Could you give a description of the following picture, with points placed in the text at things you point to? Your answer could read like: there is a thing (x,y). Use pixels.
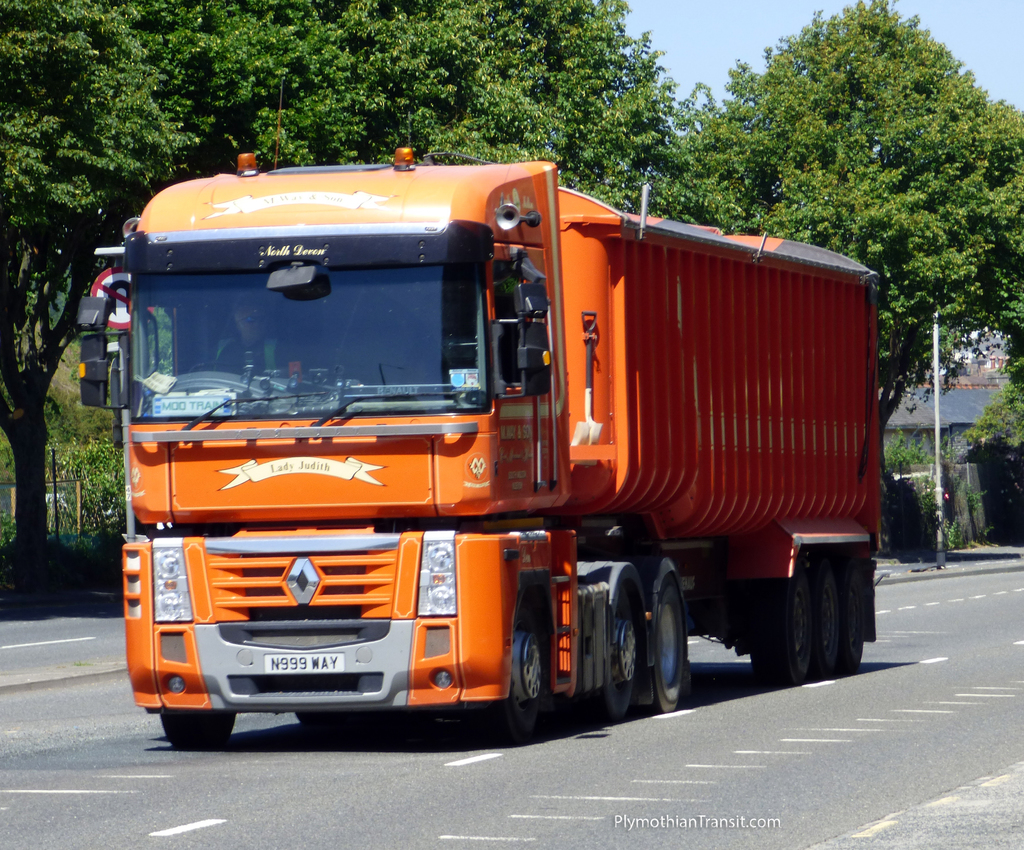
In this image I can see the vehicle (588,620) on the road (724,726). The vehicle (493,599) is in orange color. And I can see the number plate (304,666) to it. I can also see the person (224,359) sitting inside the vehicle (333,393). In the background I can see poles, trees (801,161) and the blue sky (916,12).
